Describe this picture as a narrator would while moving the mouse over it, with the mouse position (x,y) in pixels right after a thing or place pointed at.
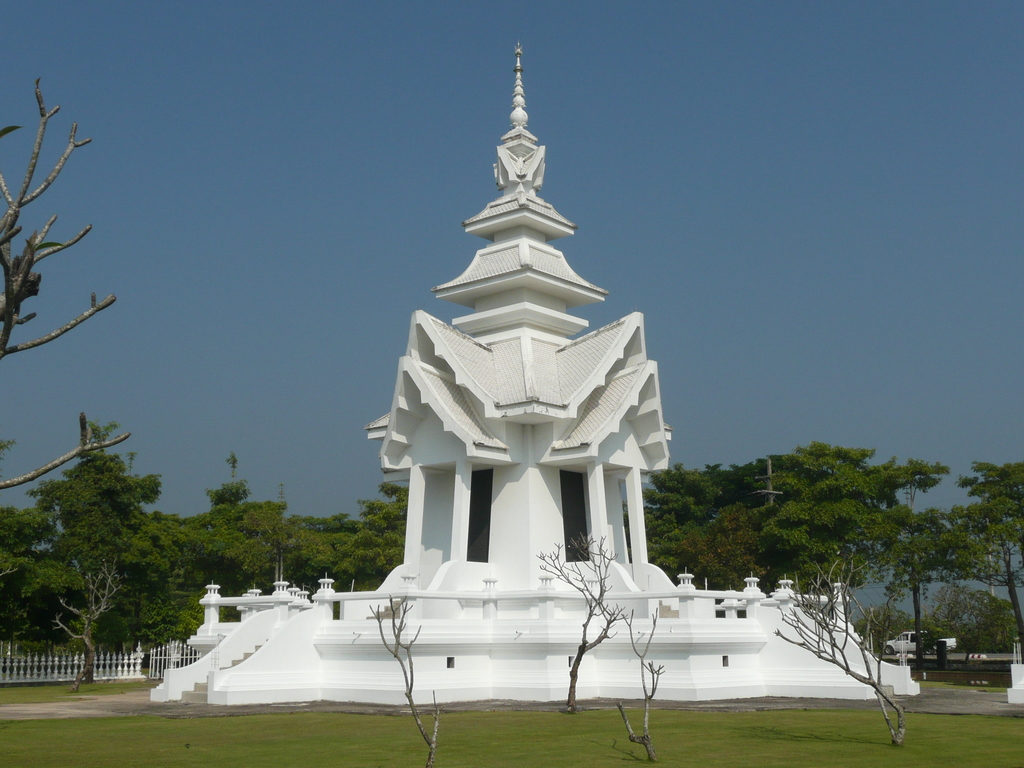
In this picture, it is looking like a steeple (449,489) and behind the steeple (296,680) there are trees (890,616), fence (43,666), pole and a vehicle (909,647) on the path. Behind the trees (764,508) there is a sky (750,296).
